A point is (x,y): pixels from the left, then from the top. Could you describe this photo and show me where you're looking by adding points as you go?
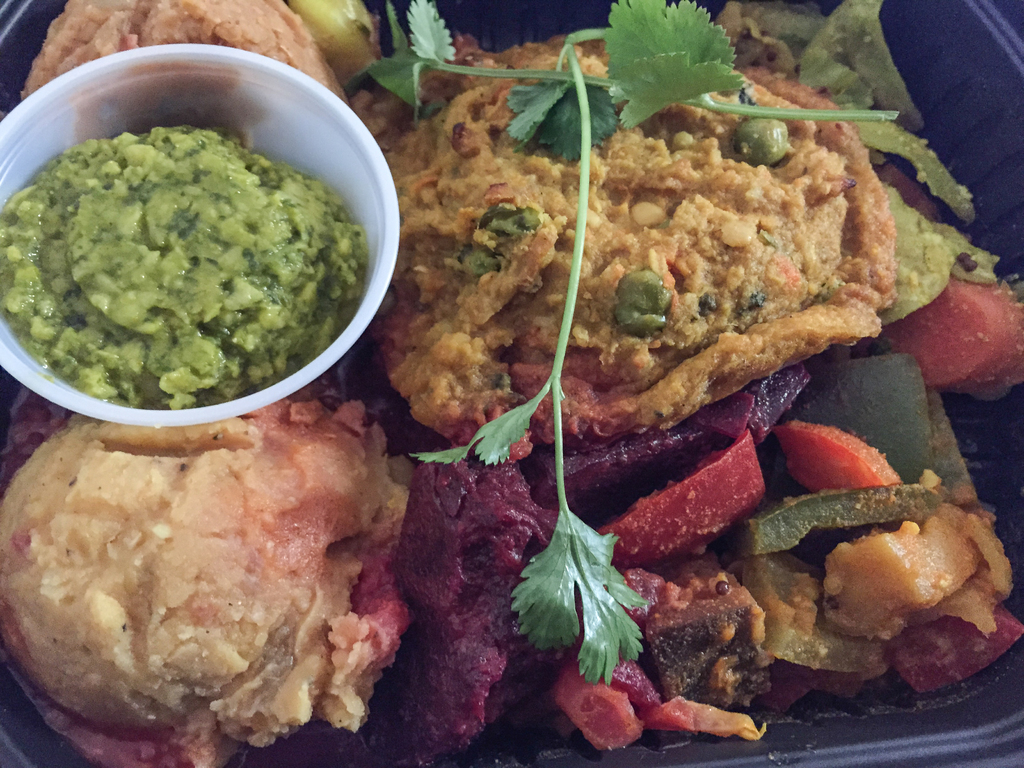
In the image there is a plate (981,102) with different kinds of food items (536,513) and also there is a white bowl (256,139) with food item (183,223) in it. There are coriander leaves (596,573) on the food items (583,489).
